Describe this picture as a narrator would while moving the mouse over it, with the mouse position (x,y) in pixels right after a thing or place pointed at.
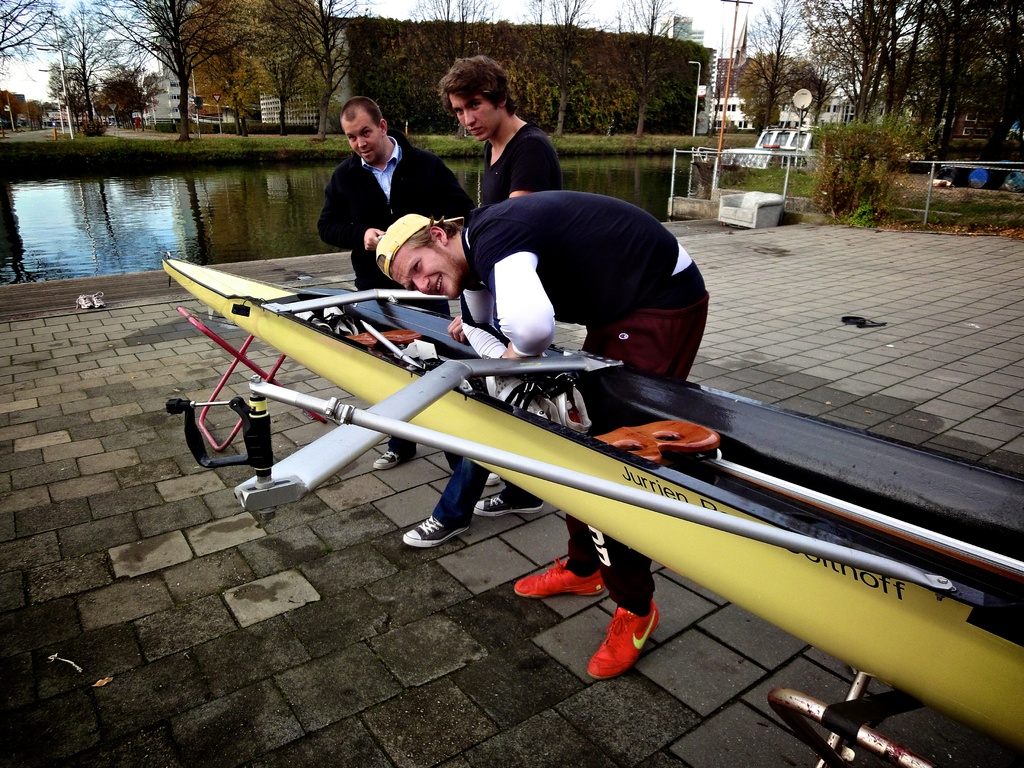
In this picture there is a man (625,244) who is wearing t-shirt (508,228), cap (400,252) and shoe (553,588), beside him there is another man (479,115) who is standing near to this objects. On the water (579,165) there is a ship (748,165). At the top (806,24) there is a sky (797,13).
